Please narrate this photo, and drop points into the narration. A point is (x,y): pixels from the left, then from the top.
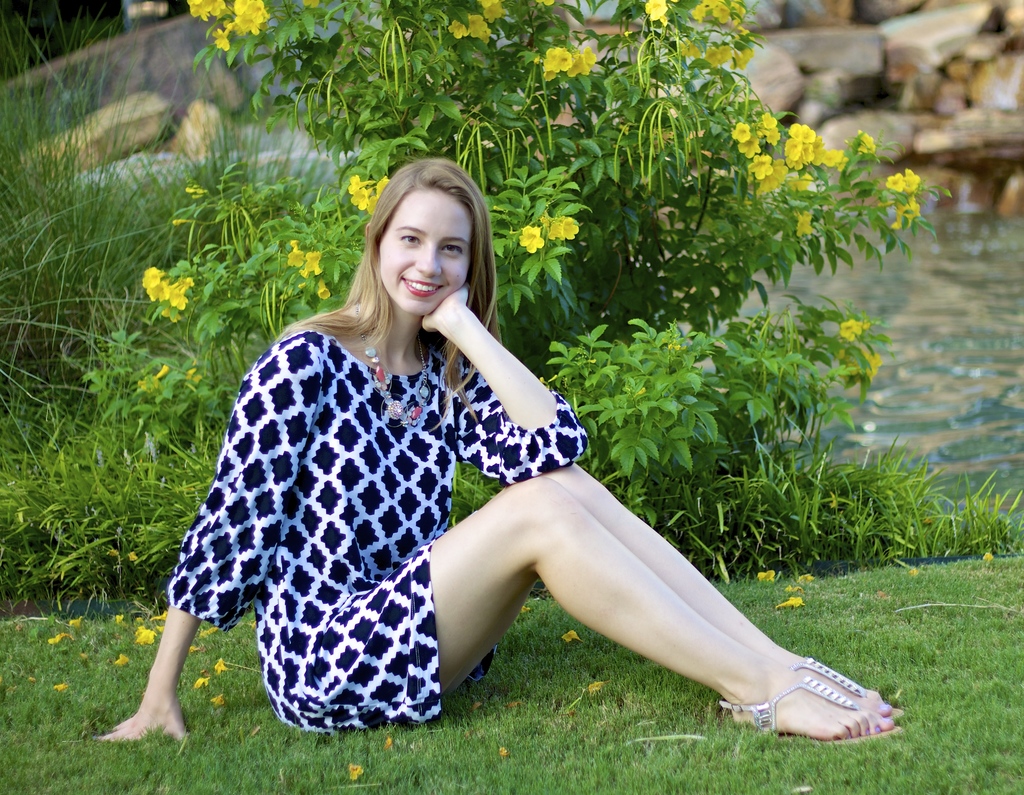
In this picture there is a woman (220,585) sitting and smiling. At the back (250,228) there are rocks (51,100) and there are plants (552,92) and there are yellow color flowers (588,69) on the plant (785,362). At the bottom (1016,681) there is water (886,375) and there is grass (949,777).
